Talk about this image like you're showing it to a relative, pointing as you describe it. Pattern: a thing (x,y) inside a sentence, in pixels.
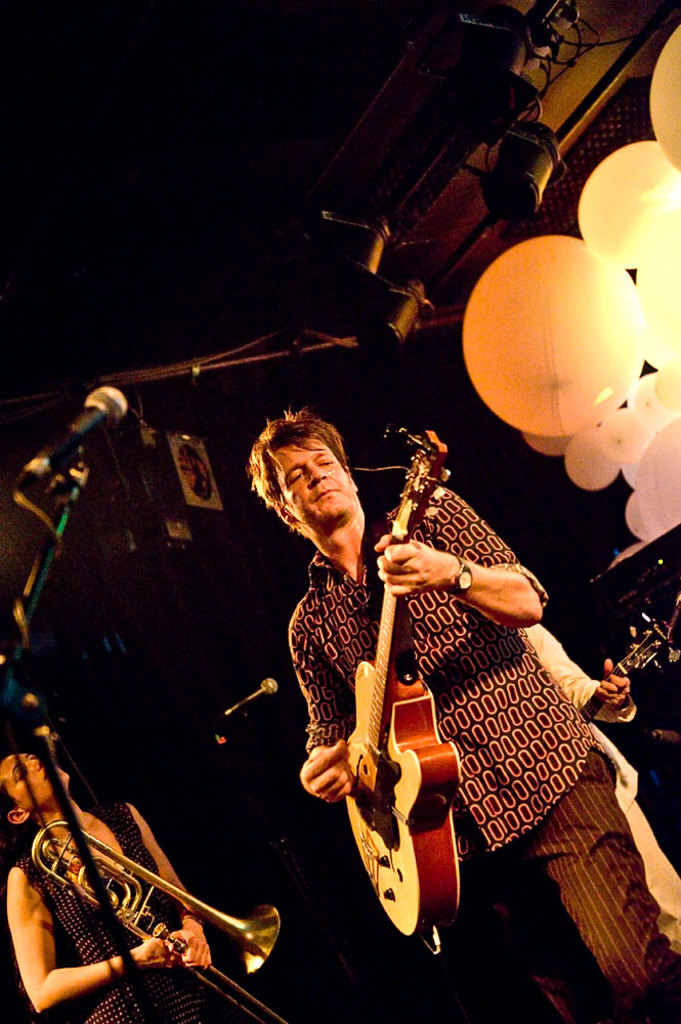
In the middle of the image (440,525) a man (518,569) is standing and playing guitar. Behind him there is a person (543,632) holding a guitar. Bottom left side of the image (18,785) a woman (44,999) is a standing (44,999) and holding a musical instrument (248,997). Top left side of the image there is a microphone (25,473). Top right side of the image (528,303) there are few balloons (515,345).
